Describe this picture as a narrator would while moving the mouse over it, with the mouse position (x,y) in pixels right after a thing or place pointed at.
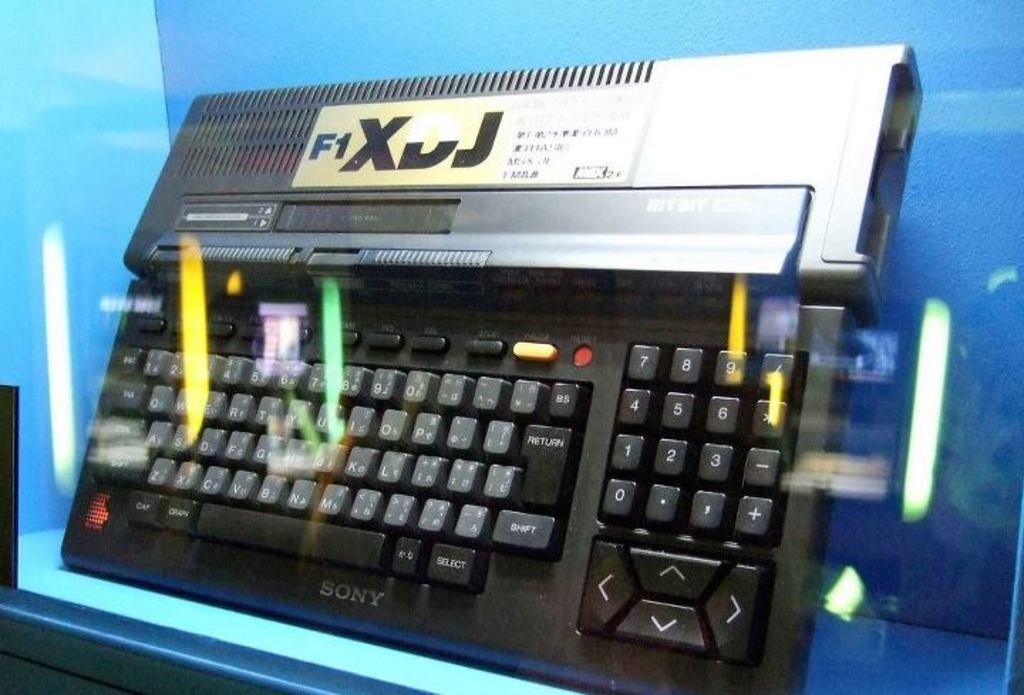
In the image there is a keyboard (548,313) kept on a blue object (181,36) and the picture is captured through a glass (331,372).
